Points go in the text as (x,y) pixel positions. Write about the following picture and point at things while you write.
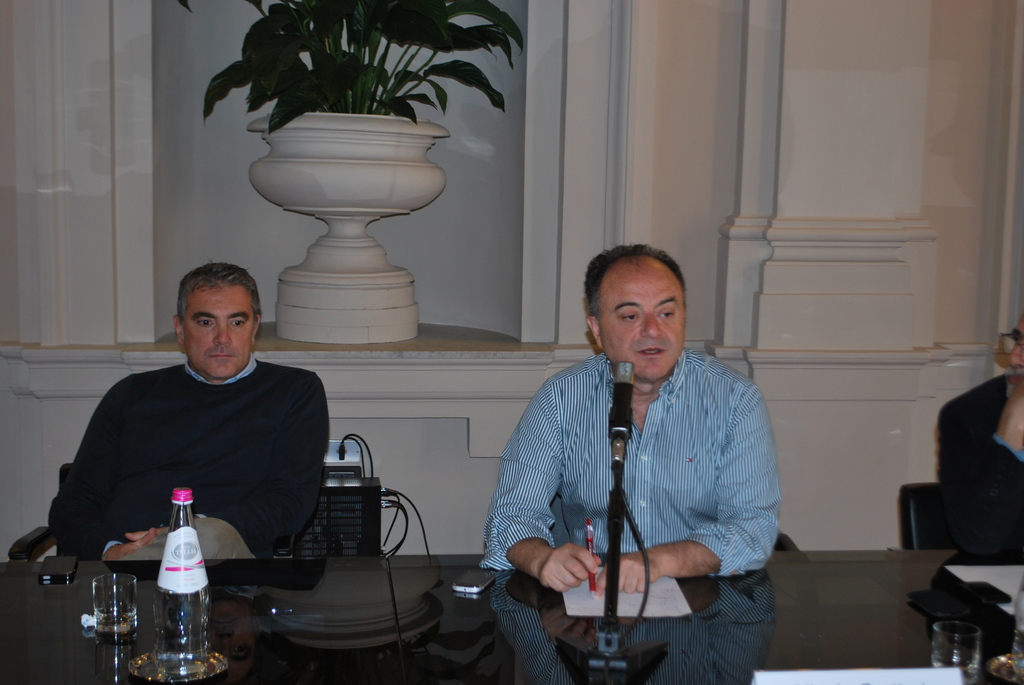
In the middle of the image (672,360) few people (148,381) sitting on a chair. Bottom of the image (78,665) there is a table (43,611), On the table (63,663) there is a bottle (200,640) and glass (136,585) and there is a microphone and there is a mobile (462,592). In the middle of the image (522,254) there is a plant (476,10) and there is a wall (581,153).
